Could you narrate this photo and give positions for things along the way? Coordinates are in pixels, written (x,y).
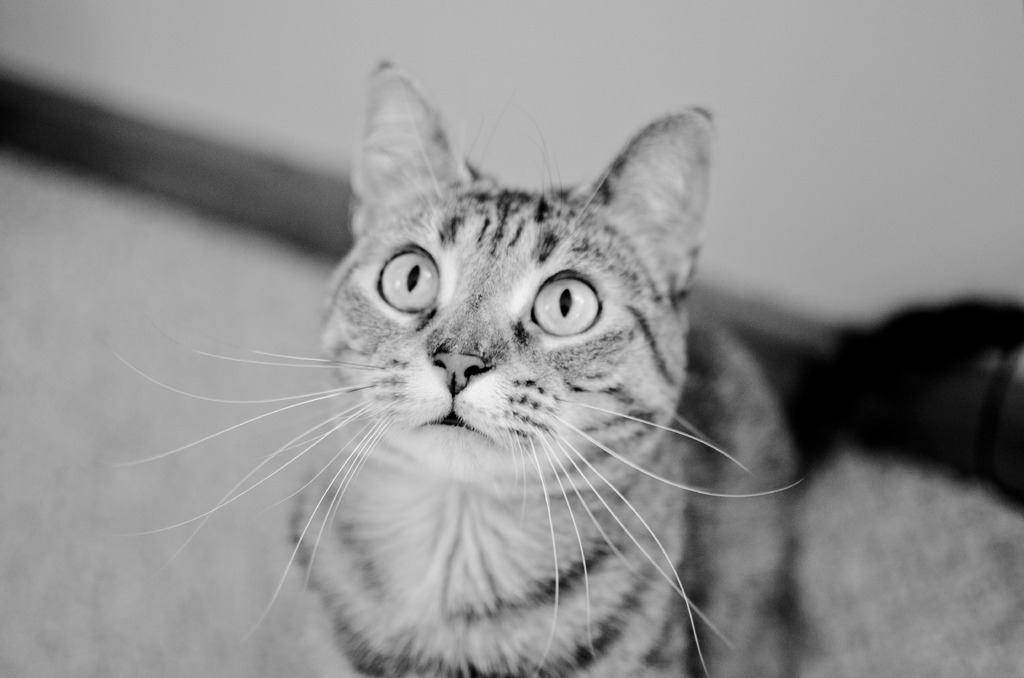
In the center of the image (392,423) a cat (424,434) is there. At the top of the image (511,71) wall (566,54) is there. On the left side of the image (108,512) floor (103,518) is there.
